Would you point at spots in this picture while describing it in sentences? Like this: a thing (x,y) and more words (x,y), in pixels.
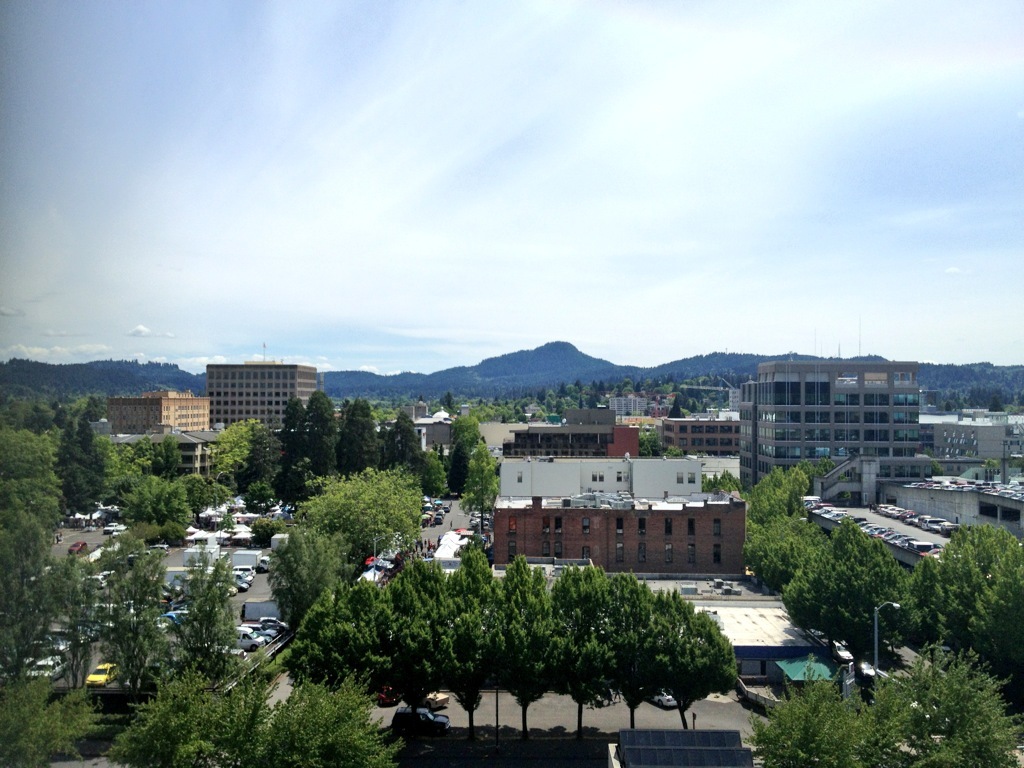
In this image we can see many buildings (656,504). There are many vehicles (206,546) in the image. There are many trees (194,578) in the image. We can see the sky (375,235) in the image. We can see the road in the image. There are few street lights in the image. There are few hills (507,368) in the image.
